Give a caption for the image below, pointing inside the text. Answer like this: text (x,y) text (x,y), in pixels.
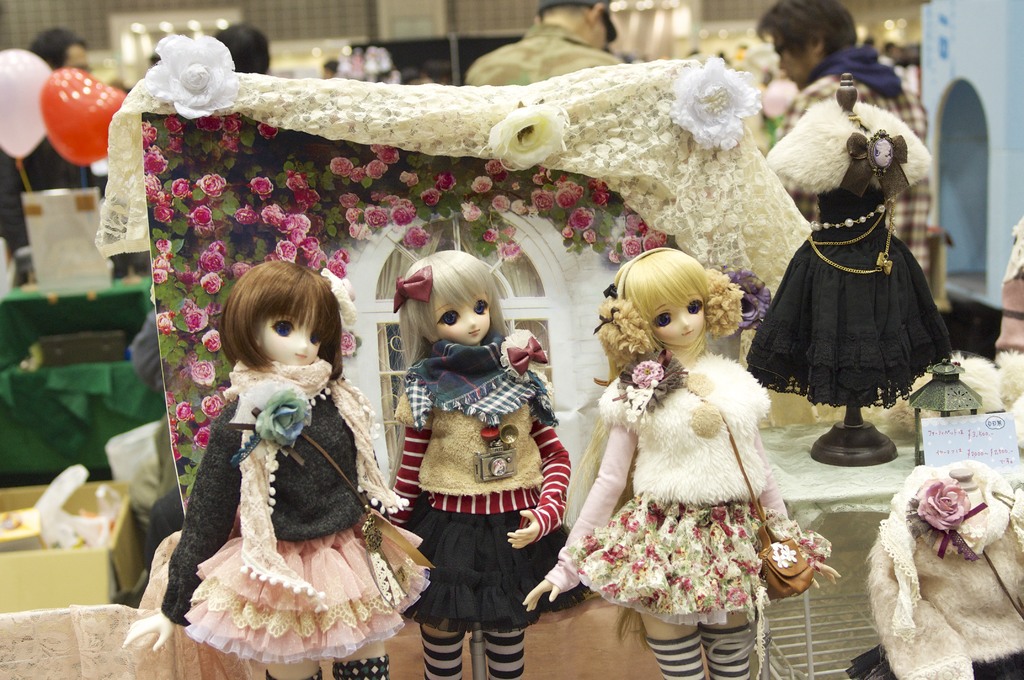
As we can see in the image there are few toys (397,426), posters (473,164), flowers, balloons (108,92), a lantern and few people (580,9) here and there.
